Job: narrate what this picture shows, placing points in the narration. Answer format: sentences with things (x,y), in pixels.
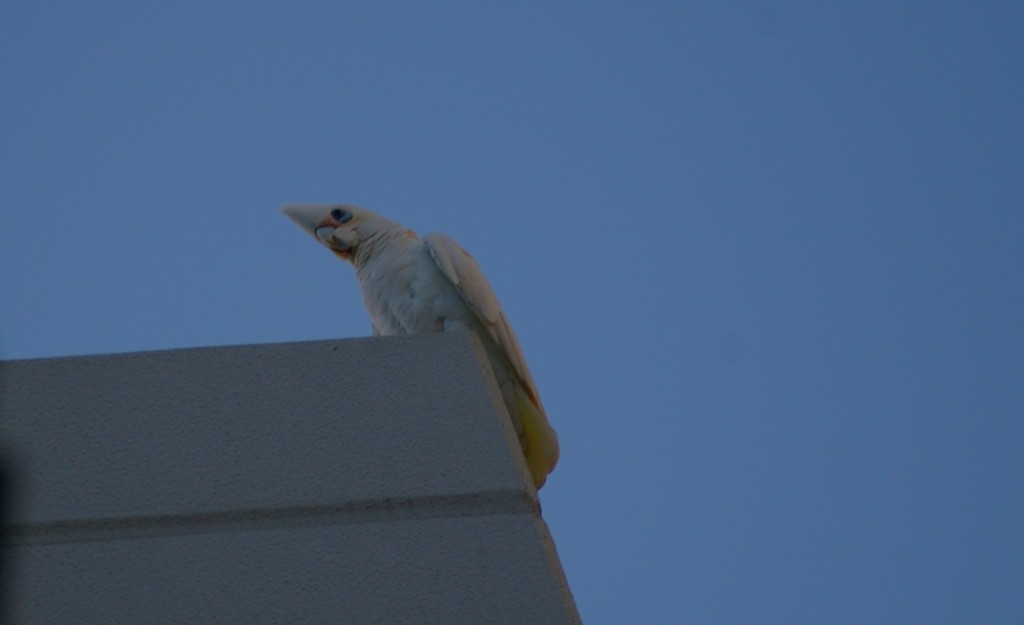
In this image I can see the bird (390,318) on the white color object (224,510). The bird (422,319) is in white color. In the background (360,158) I can see the blue sky (439,190).
